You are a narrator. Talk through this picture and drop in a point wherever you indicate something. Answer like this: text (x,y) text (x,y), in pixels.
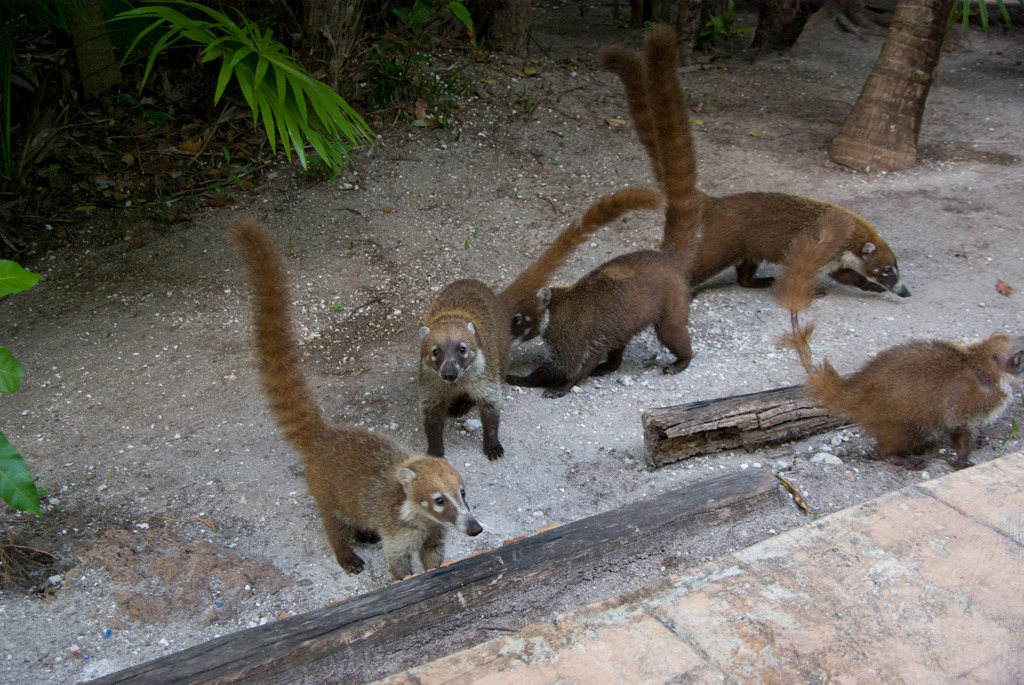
This image consists of five animals (297,444). It looks like it is clicked in a forest (77,242). At the bottom (143,483), there is ground (613,603). In the background (107,85), there are trees (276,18).
